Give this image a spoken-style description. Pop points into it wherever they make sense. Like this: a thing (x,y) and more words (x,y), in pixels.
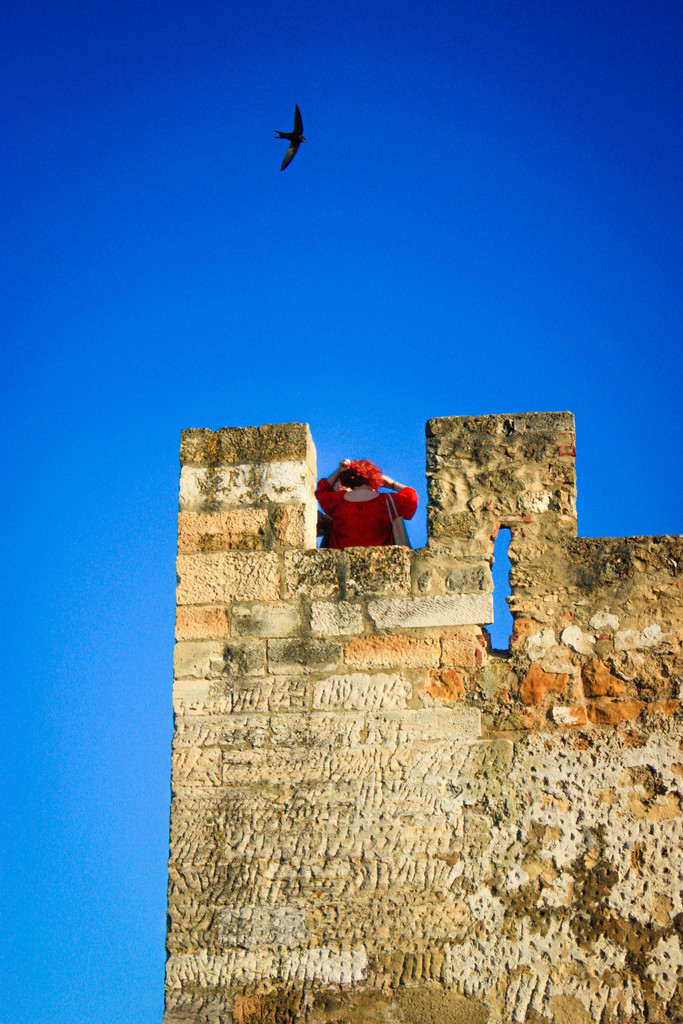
In this image we can see a girl (380,485) standing at the top of a building (446,820). At the top of the image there is a bird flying in the sky (396,284).
